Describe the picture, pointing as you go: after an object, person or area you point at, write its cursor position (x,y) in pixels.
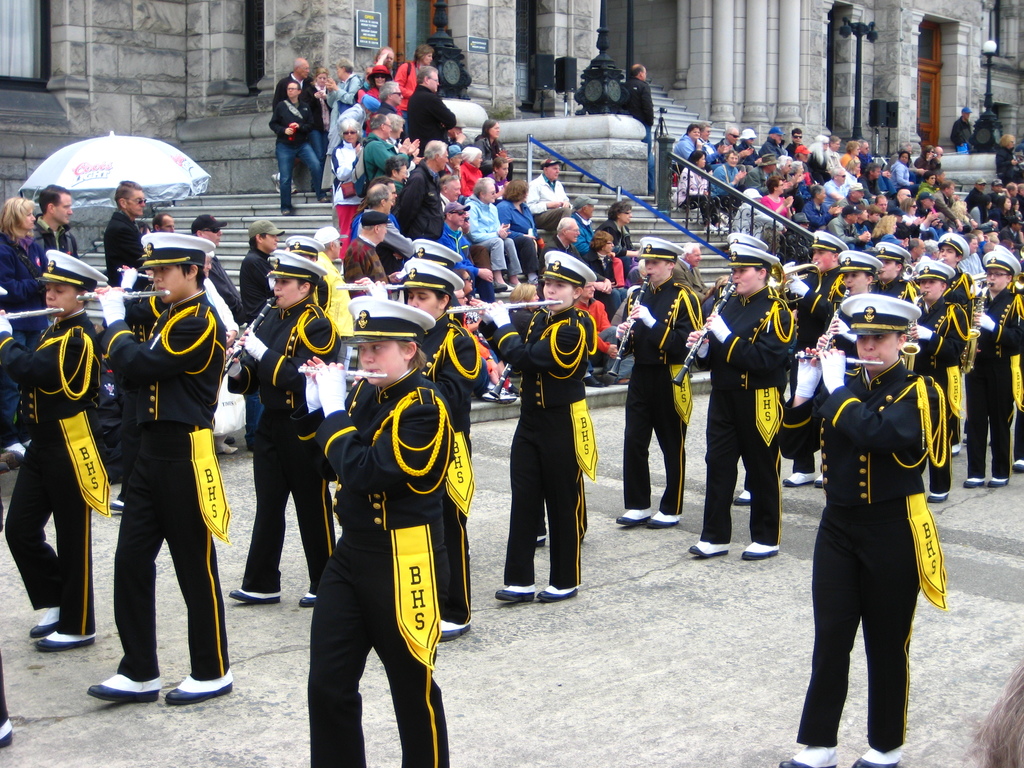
This picture is clicked in the city (392,196). At the bottom of the picture (360,549), we see many people (383,388) in the uniform (522,565) are standing on the road (281,571). They are playing musical instruments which look like flutes (355,373). Beside them, we see people (209,278) are standing. Beside them, we see an umbrella (87,202). Beside that, we see people (435,216) are sitting on the staircase (585,187). Beside that, we see a stair railing (610,189). In the background (306,42), we see a building (421,8) and light poles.
